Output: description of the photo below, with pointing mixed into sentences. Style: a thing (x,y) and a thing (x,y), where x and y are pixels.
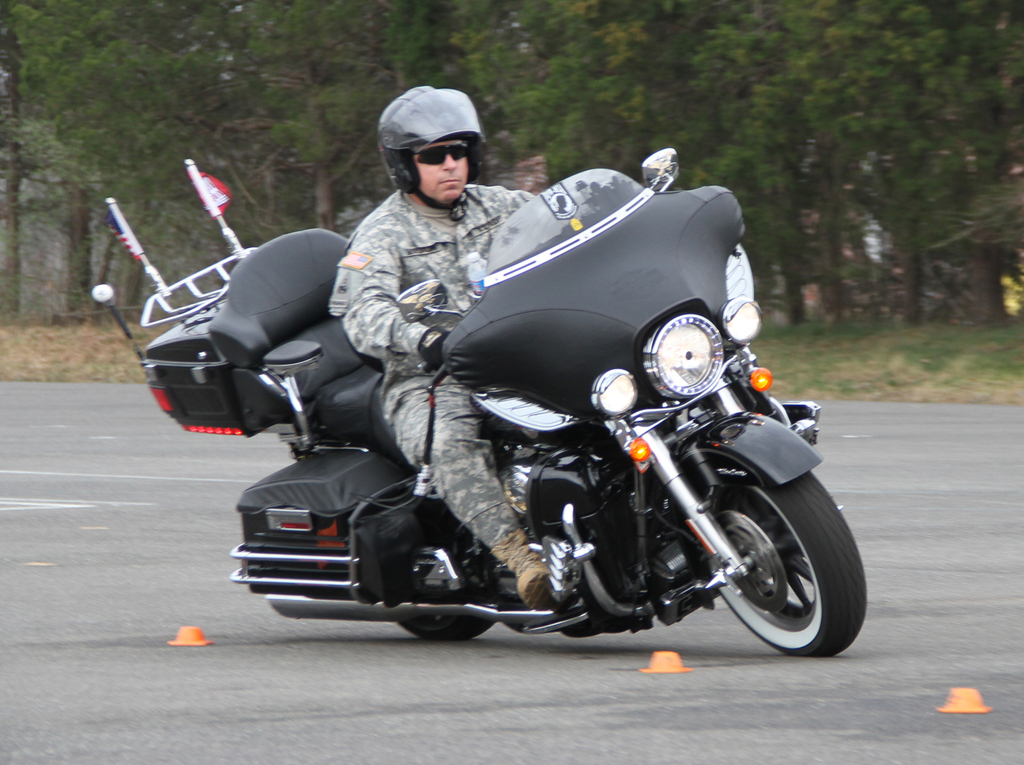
Here in this picture we can see a man (397,277) riding a bike (380,395). This man (438,330) is a soldier (428,362). He is wearing a goggles (460,149) and he is wearing a helmet (400,124) on his head (397,126). To that bike (680,349) there is a light (689,361). There is a road (169,631). And in the background (250,95) there are some trees (839,161).
